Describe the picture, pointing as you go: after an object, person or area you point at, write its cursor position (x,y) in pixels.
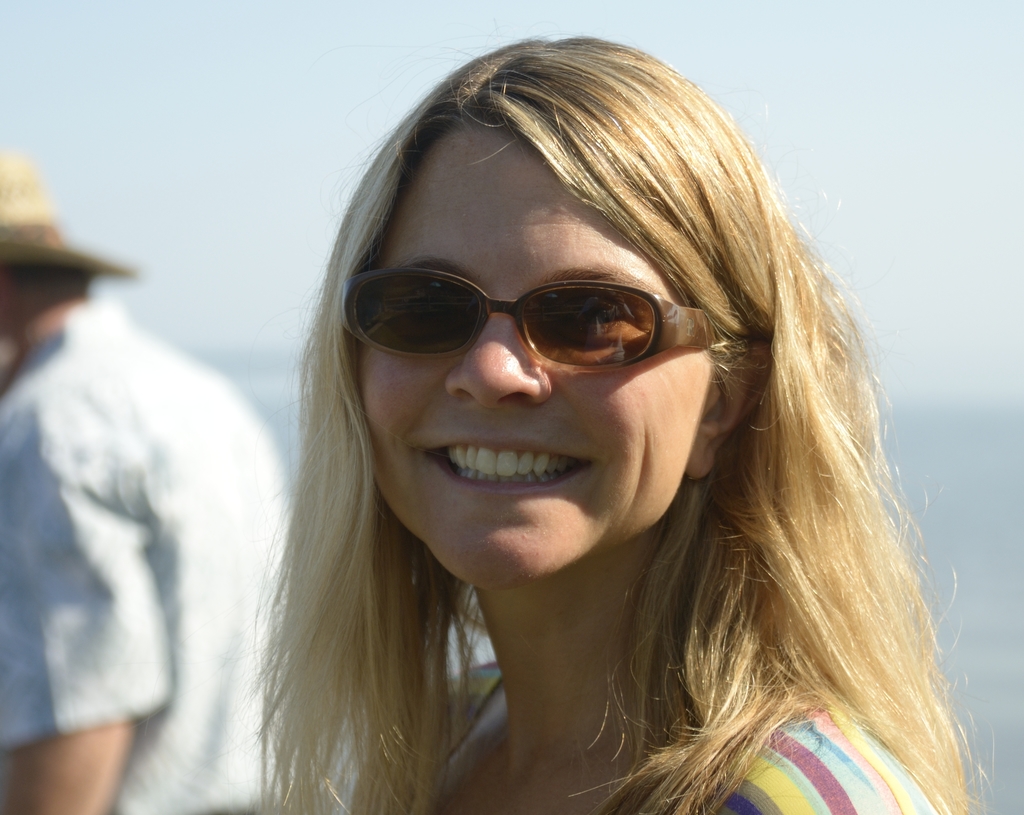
This picture describes about few people (323,410), in the middle of the image (559,375) we can see a woman (630,417), she is smiling and she wore spectacles (666,305).
